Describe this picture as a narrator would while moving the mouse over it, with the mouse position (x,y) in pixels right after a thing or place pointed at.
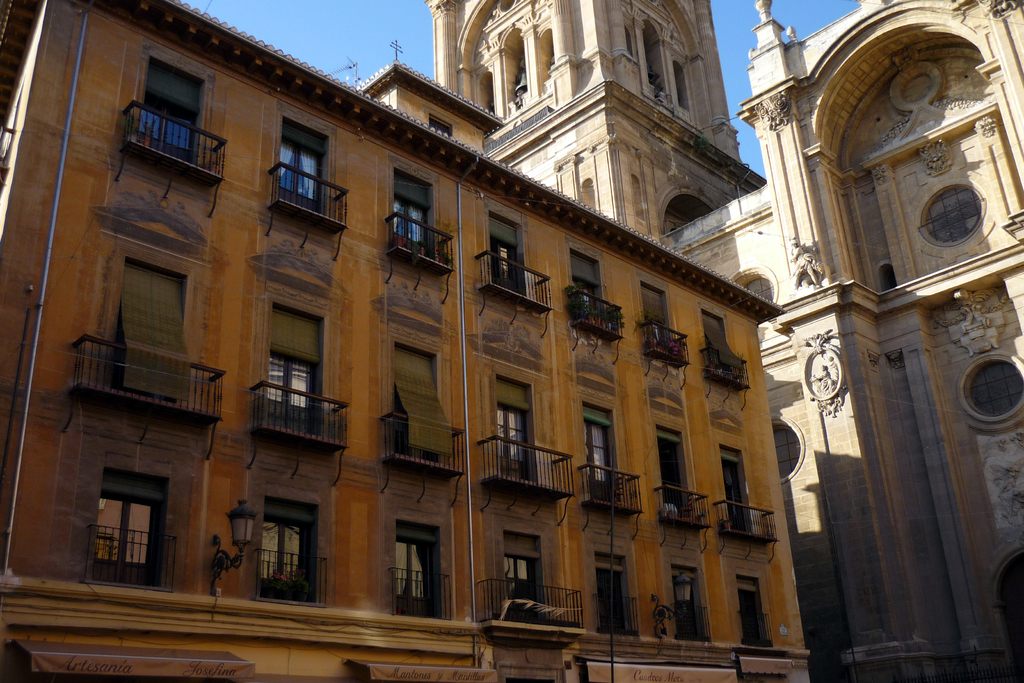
In this image we can see buildings (626,200) with windows (742,601), balconies (267,384) and curtains (427,390). On the wall (194,581) of the building (229,542) there are lamps (239,536). At the top (414,36) there is sky (379,17). Also there are arches (879,103) for the building (873,131). And there are sculptures (832,412) on the wall (836,257).
